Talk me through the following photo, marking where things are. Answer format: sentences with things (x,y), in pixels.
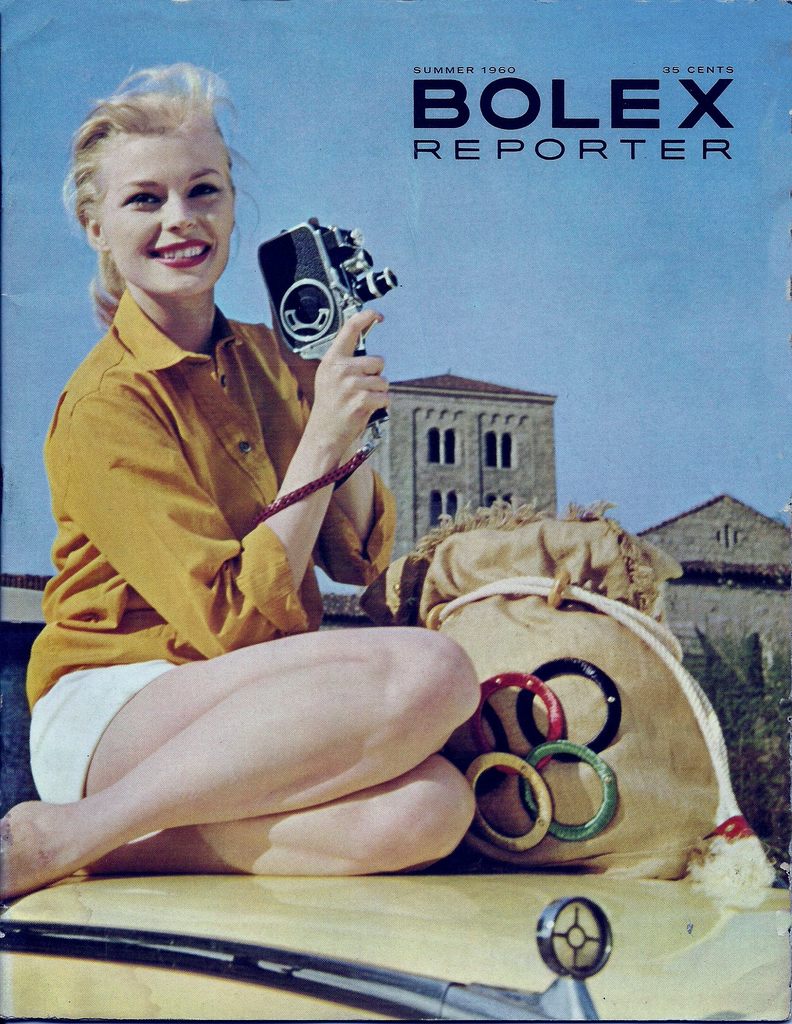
In this image there is a poster (289,791) of a woman (132,556) wearing yellow shirt (194,497) sitting on the car (477,907) and holding the black color camera (324,230) and giving a pose. Behind there are some old buildings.
